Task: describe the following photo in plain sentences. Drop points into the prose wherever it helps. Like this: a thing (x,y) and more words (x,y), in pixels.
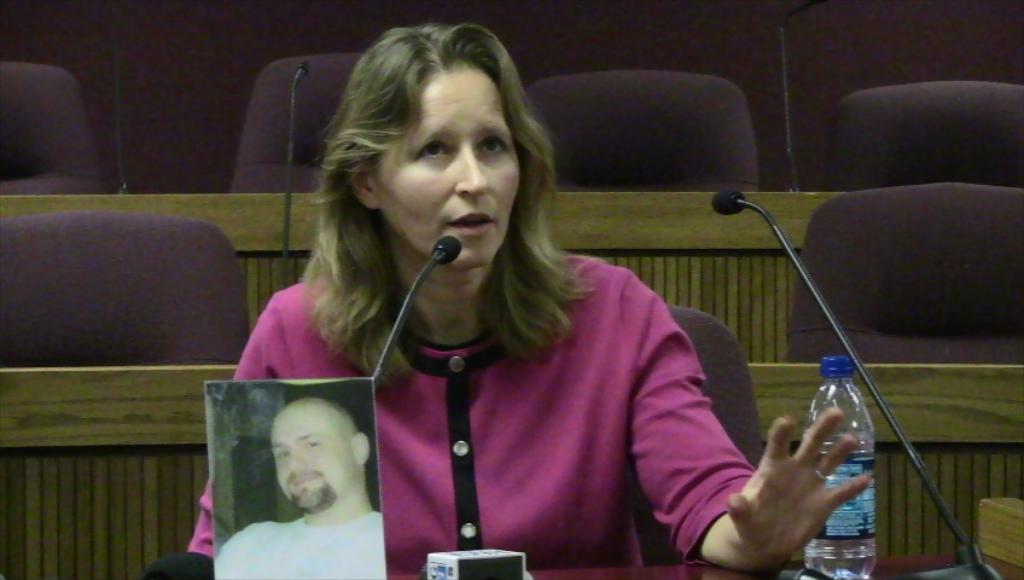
In this image we can see a lady (483,394). Also there are many chairs (214,277) and there are mics (290,190). Near to her there is a table (617,566). On the table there is a photo (327,489), bottle (840,525) and some other item (496,557).
